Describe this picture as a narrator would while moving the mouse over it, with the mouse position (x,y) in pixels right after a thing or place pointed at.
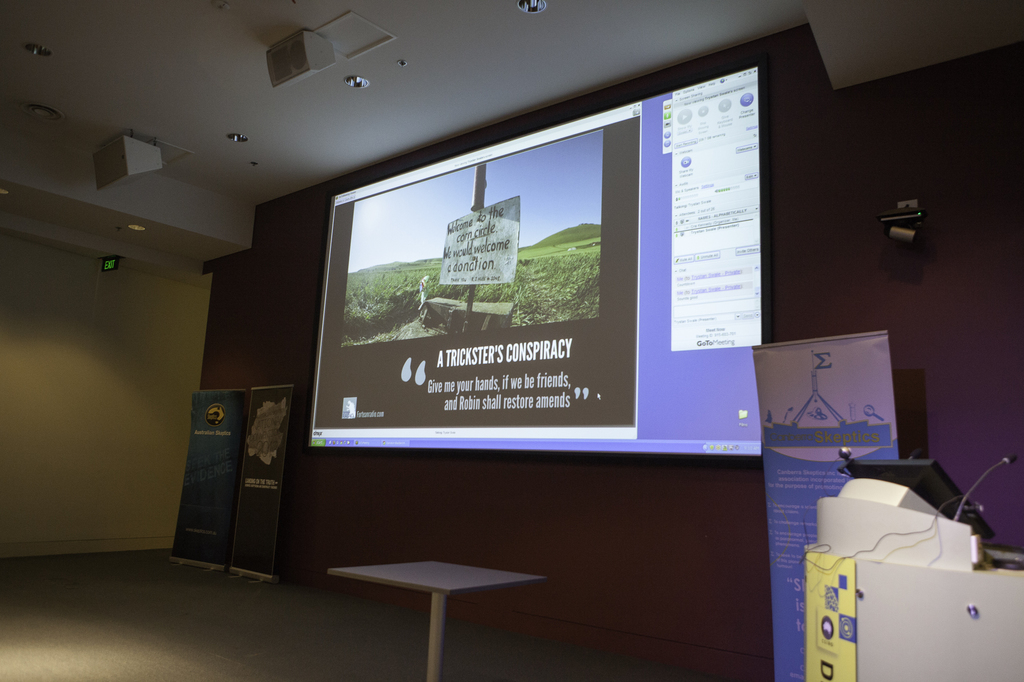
In this picture i can see projector screen (623,392), banners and a table (436,667). On the right side (911,604) i can see microphone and other objects (967,559). I can also see wall (955,465) and lights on the ceiling (287,12).
